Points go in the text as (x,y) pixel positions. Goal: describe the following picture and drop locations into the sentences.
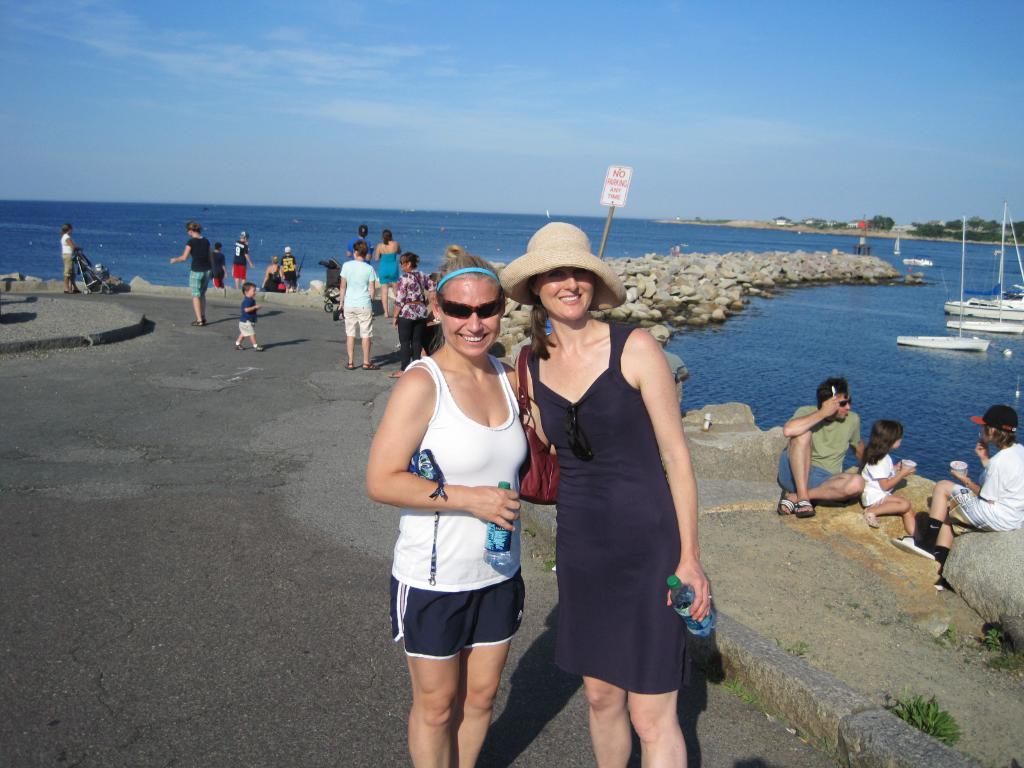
In this image there are two ladies (600,520) giving a pose to a photograph, there are people (367,288) standing on the road (290,380) beside the road (304,382) there is a sea (772,245) in that sea (955,319) there are ships (1007,306), in the background (582,78) there is a sky (564,71).
